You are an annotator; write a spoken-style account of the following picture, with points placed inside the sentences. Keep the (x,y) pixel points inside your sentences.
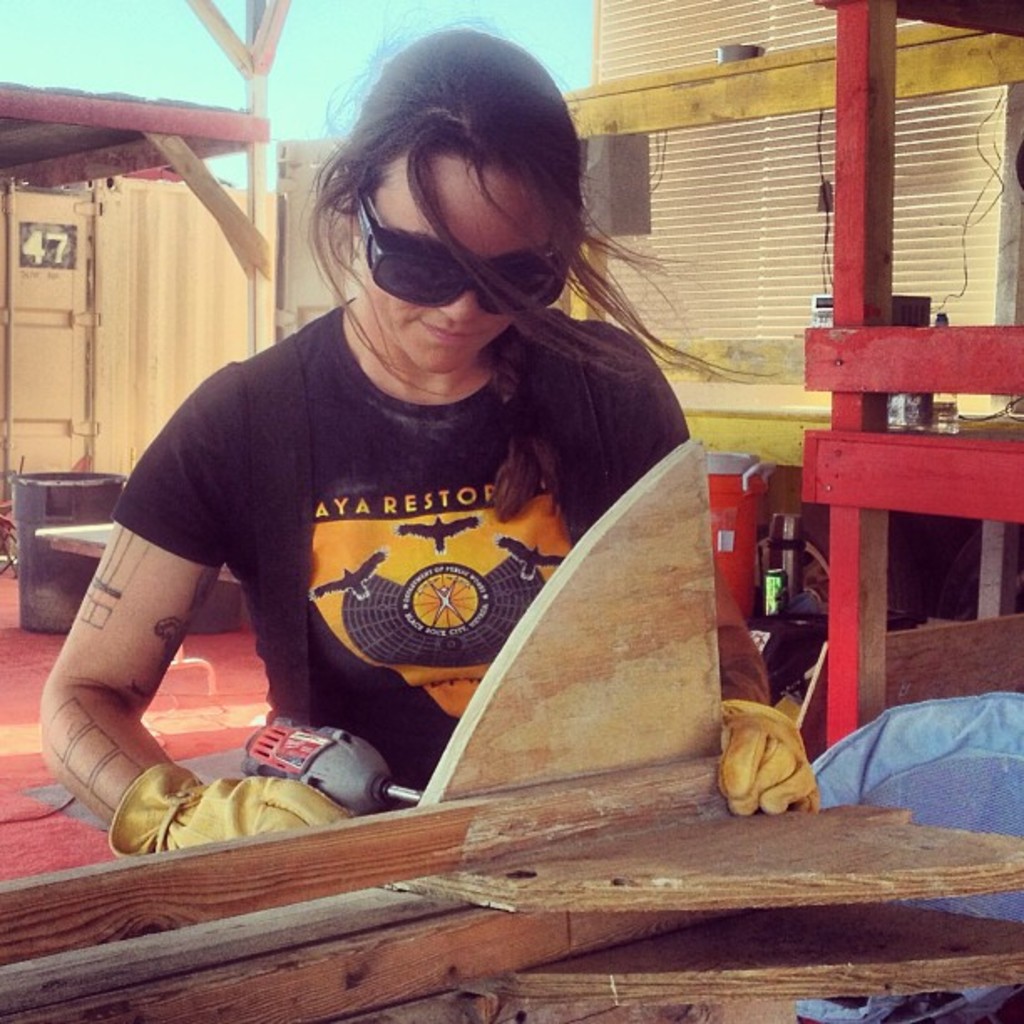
This image consists of a woman (513,626) wearing black T-shirt (419,582). She is holding a drilling machine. In front of her there is wood (515,936). In the background (23,149), there are cabins (266,133) made up of wood (624,114). At the bottom (6,820), there is a floor (19,656).
